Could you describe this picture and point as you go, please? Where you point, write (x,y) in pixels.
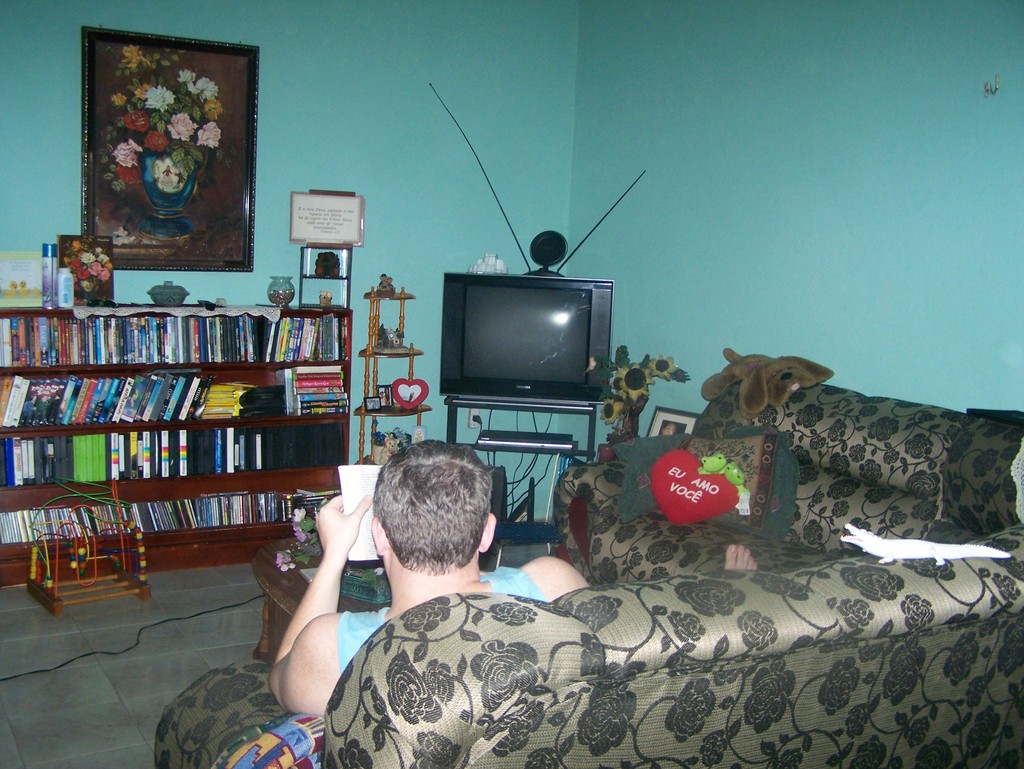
This picture shows a sofa set (588,578) and a person (420,578) seated on it and we see a book shelf (206,495) in front of it and a photo frame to the wall (285,243) and we see a television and a pillow (776,512).
